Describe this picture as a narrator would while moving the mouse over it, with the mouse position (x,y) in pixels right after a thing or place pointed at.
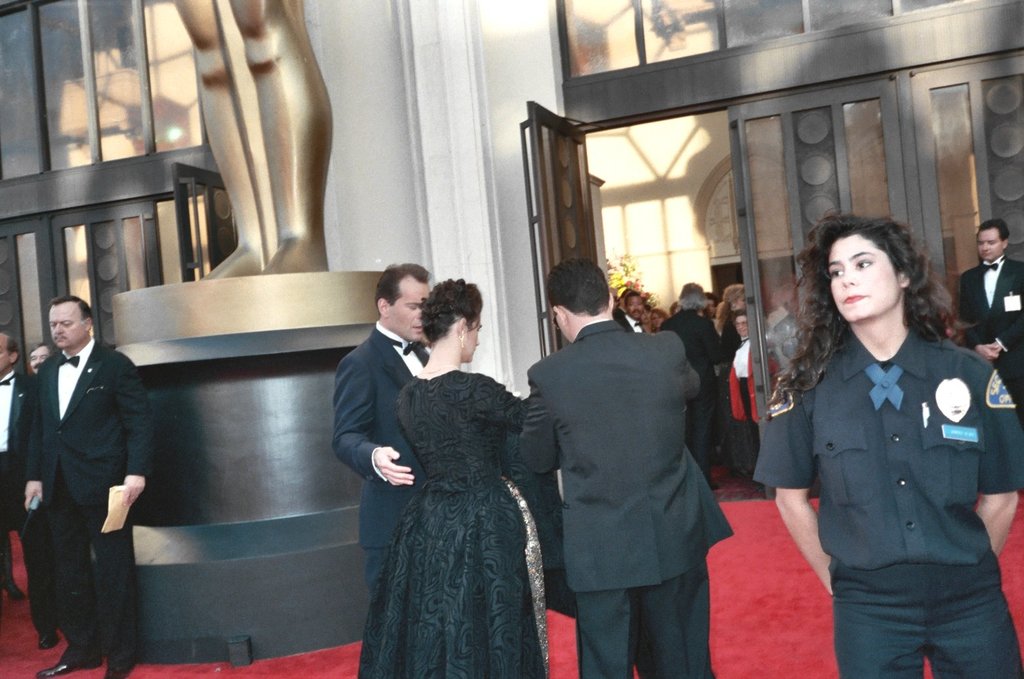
In this image in the center (379,428) there are persons (428,423), there is a statue (252,171) and there is red colour mat (768,604) on the floor (770,613). In the background (129,249) there are doors (102,253), there is a wall (667,253) and there are persons (690,296) and there is an object (625,272) which is green in colour.
